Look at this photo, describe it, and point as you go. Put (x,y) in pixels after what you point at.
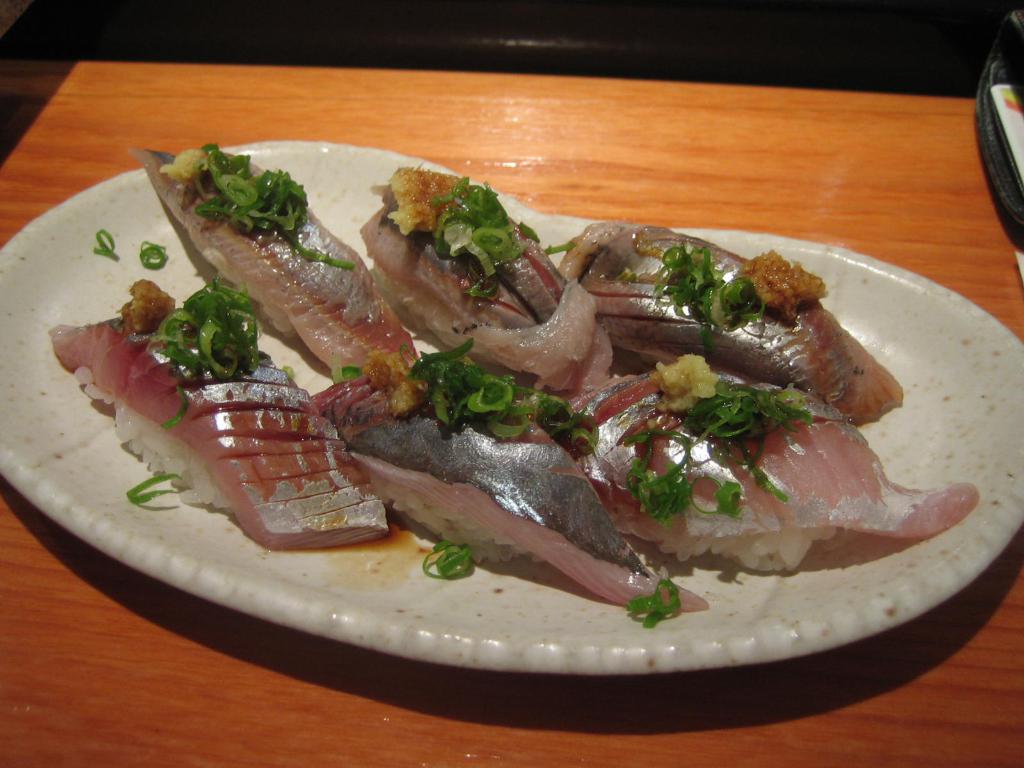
In this image we can see some food (693,543) placed on a plate (909,609) on the surface (974,648). In the background (1004,121), we can see a card (1010,105) in a box (1006,132).
